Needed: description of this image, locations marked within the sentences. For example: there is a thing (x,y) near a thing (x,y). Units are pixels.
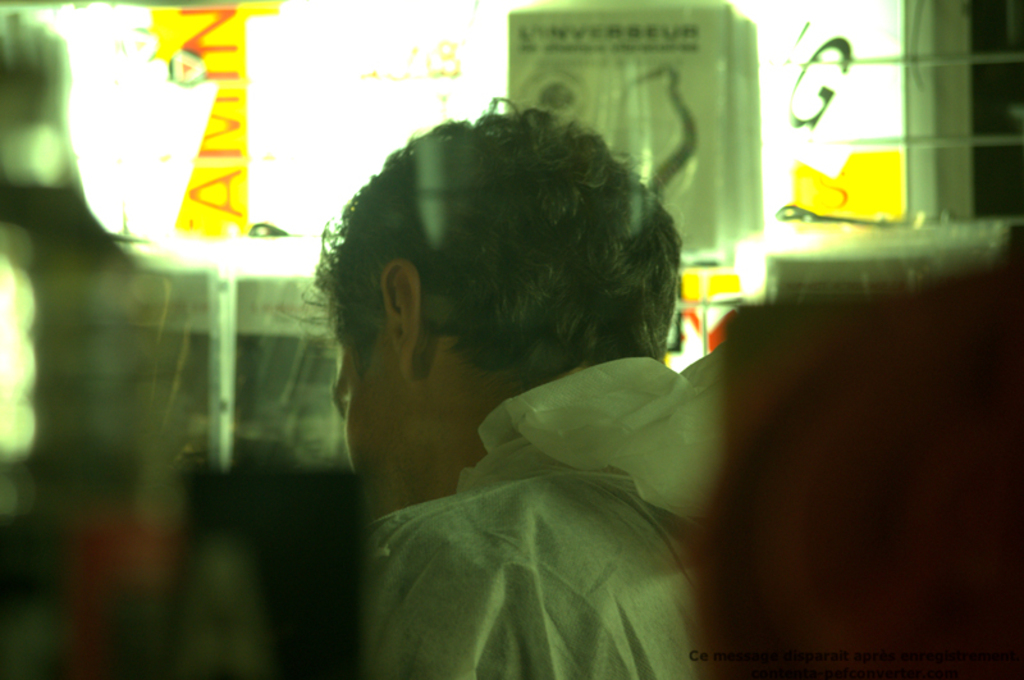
This is a blurred image. In the center of the image (664,373) I can see a person (535,109) facing towards the back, at the top of the image (248,51) I can see some papers (653,69) with some text (208,43).
